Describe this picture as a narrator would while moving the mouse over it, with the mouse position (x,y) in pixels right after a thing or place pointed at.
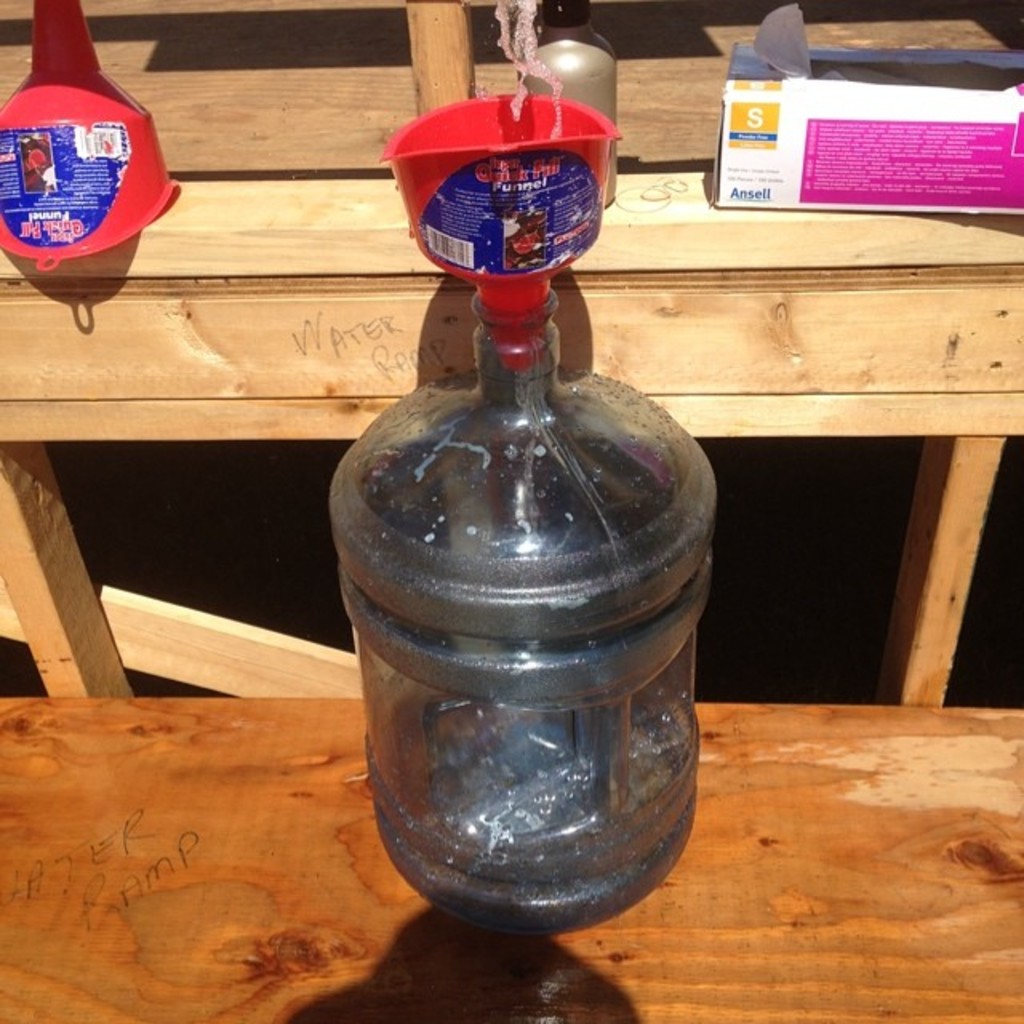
In the image there is a bottle (425,479) and the bottle (470,542) is placed on table (252,853). On table (147,392) we can see a funnel (123,146) and a box (863,155).
